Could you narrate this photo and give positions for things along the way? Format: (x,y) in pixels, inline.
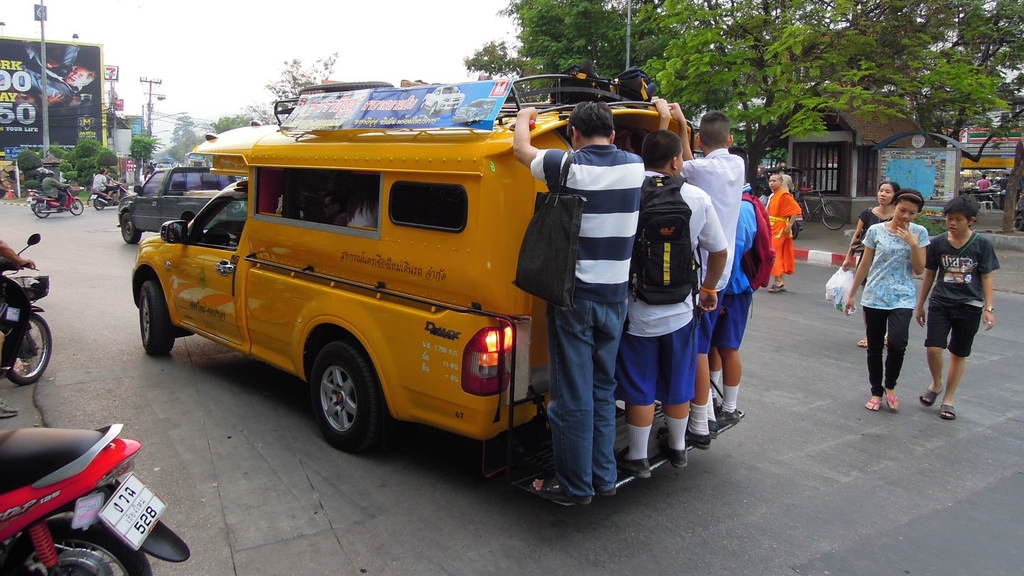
There are four persons (614,340) standing on a iron rod (655,455) which is attached to a yellow truck (360,275) and there are few people (896,223) standing beside them and there are few other vehicles (140,203) in front of them and there are trees (754,54) in the background (842,54).
